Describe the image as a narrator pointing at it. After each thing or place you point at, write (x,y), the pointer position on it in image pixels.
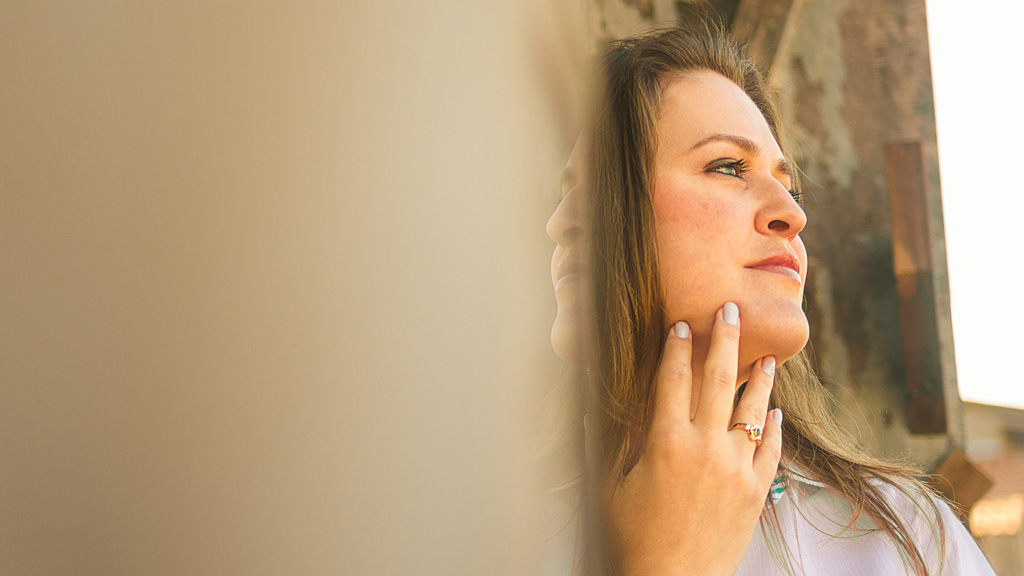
In this image we can see a woman (680,288) wearing a ring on her finger (759,446) and in the background (940,289), we can see a building (874,131) and the sky (1005,176).
